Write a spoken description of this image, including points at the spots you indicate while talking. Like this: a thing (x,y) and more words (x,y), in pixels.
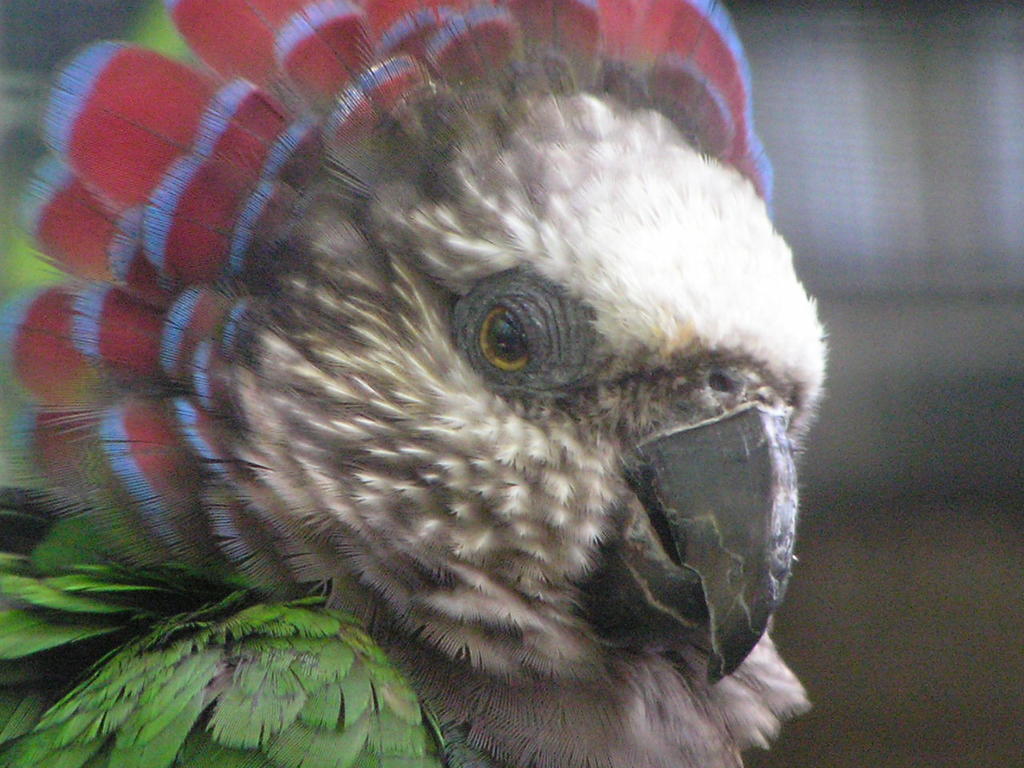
In this image there is a parrot (589,388), in the background (891,288) it is blurred.
